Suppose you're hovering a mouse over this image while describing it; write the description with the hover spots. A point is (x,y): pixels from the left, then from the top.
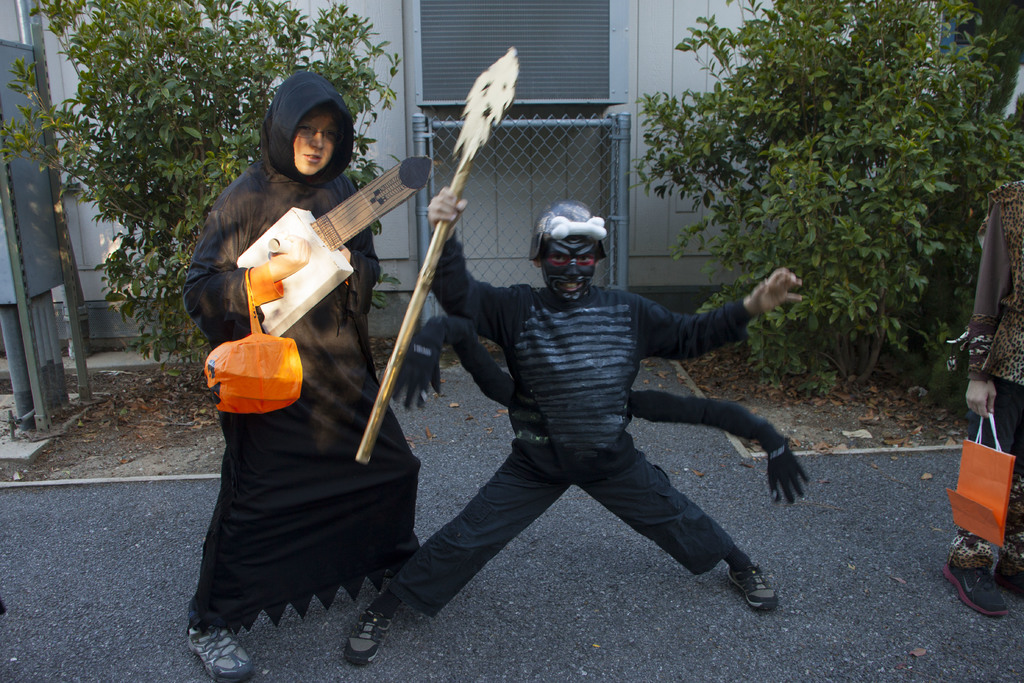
In this image we can see two persons (495,485) where they are dressed in Halloween manner.
